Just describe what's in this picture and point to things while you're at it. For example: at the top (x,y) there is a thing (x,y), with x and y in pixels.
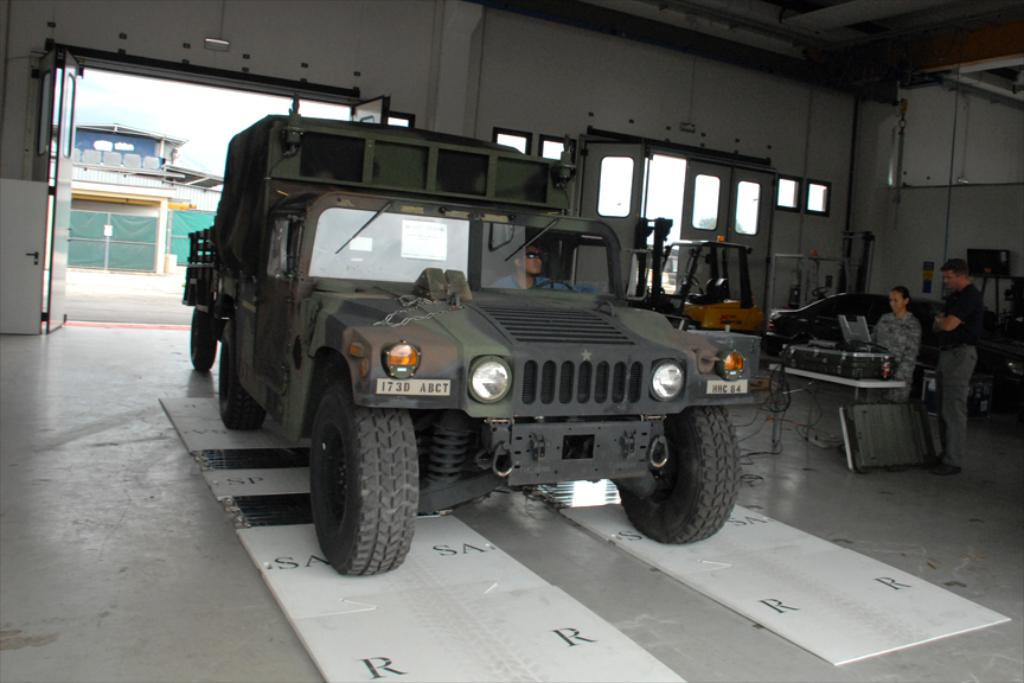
Inside a shed (14,6) there a vehicle (538,329) and a person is sitting in front of the steering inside the vehicle (642,312), there is a person (904,374) sitting in front of some equipment (854,364) and behind the person (893,339) a man (957,351) is standing and observing, there are few other vehicles (745,280) around them and behind the vehicles (702,254) there are few windows (629,181) and on the left side (45,122) there is a big door (31,291). Outside the door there are some other compartments (137,222).
